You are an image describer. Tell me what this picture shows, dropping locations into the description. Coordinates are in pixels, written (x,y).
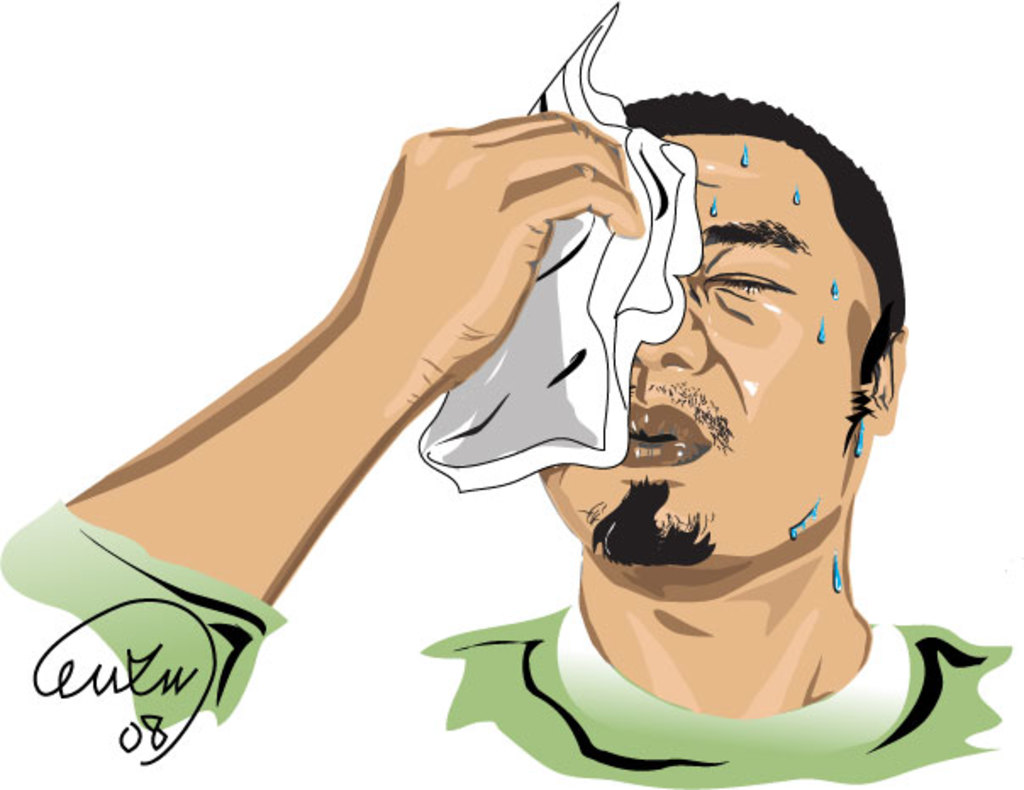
This is a painting. In this picture we can see a person (695,640) holding handkerchief (551,263) in his hand (501,243). We can see a few water droplets (863,437) on this person's face (812,346). There is a text (83,674) on a white surface (81,654).
